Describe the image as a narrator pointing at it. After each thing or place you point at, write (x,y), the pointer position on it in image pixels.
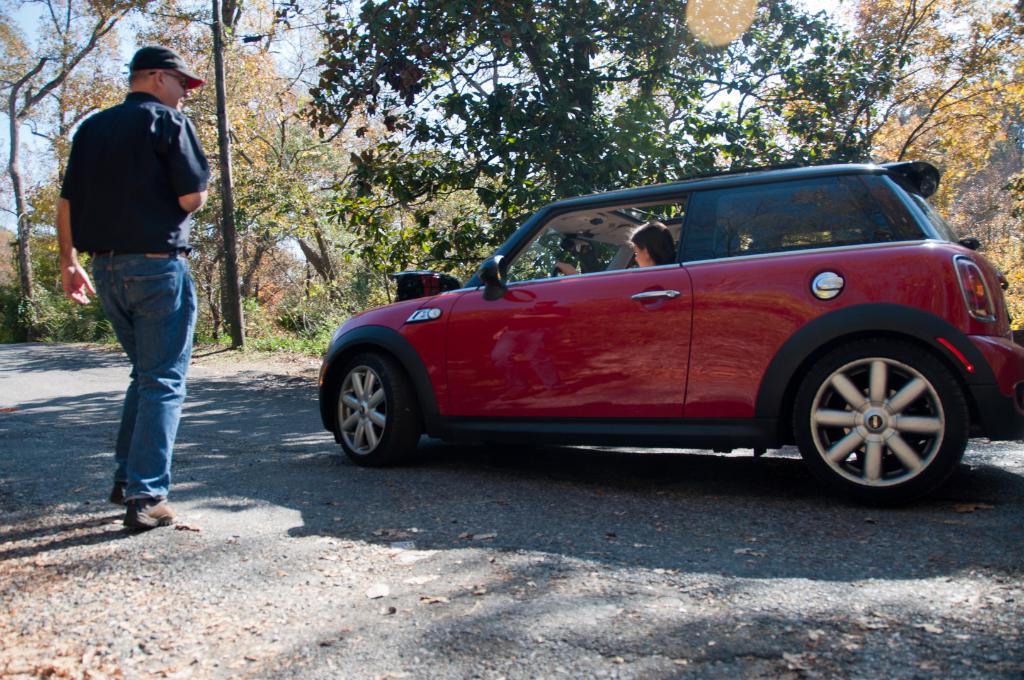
In this picture we can see a red color car (611,328) on the right side (721,339), there is a person (642,264) sitting in the car (716,319), we can see a person (181,327) walking on the left side (160,280), in the background (606,139) there are some trees (482,165) and a pole (228,191), we can see the sky (356,20) at the top of the picture (321,23).
